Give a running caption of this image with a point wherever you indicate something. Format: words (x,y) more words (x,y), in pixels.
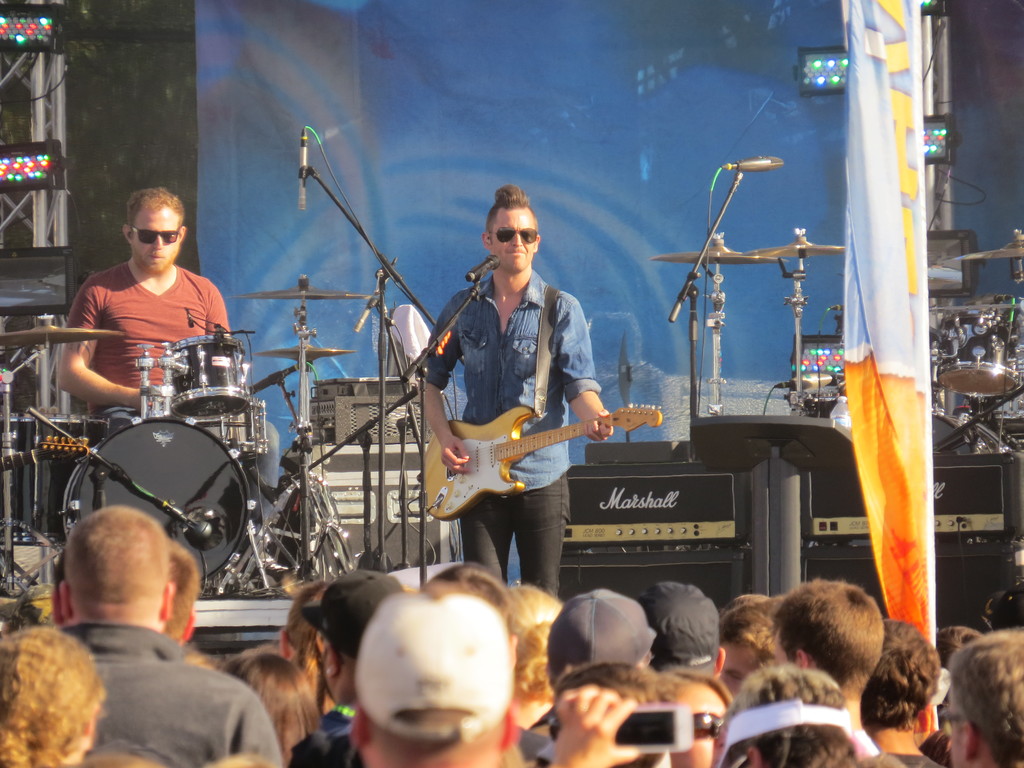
there are two persons (489,392) playing musical instruments (486,454) with microphone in front of them there are people (86,644) watching them.
